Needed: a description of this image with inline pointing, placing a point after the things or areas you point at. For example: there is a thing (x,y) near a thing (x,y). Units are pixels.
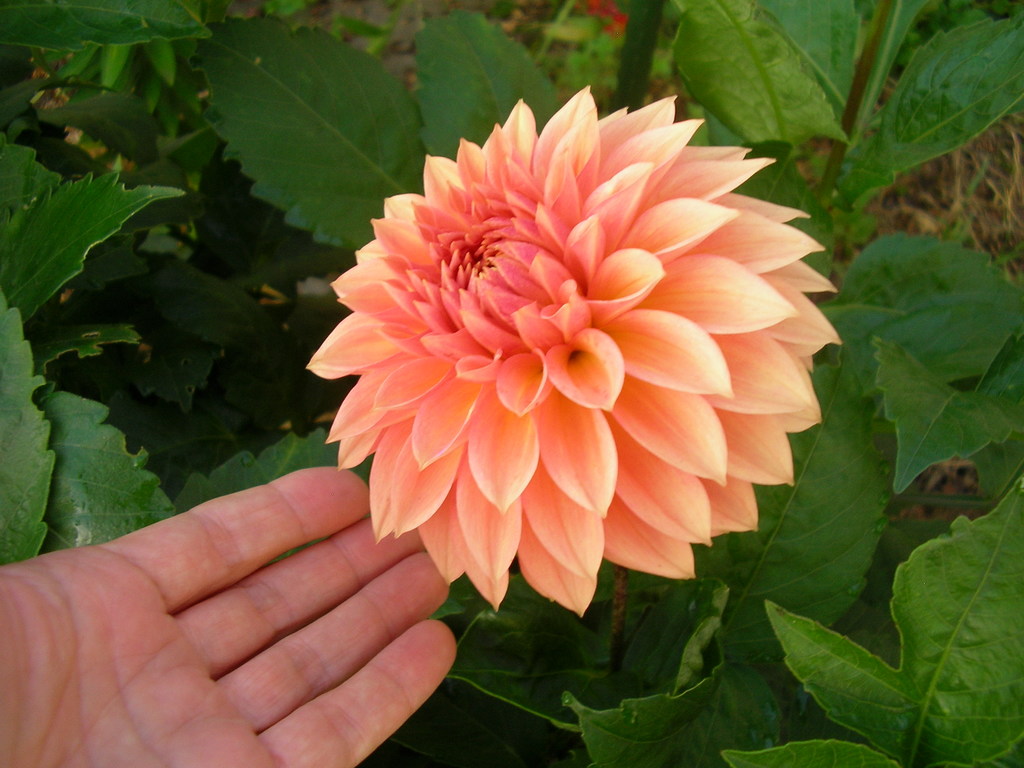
In this image we can see a flower (688,214) to the plant (537,125) and a human hand (259,570).
